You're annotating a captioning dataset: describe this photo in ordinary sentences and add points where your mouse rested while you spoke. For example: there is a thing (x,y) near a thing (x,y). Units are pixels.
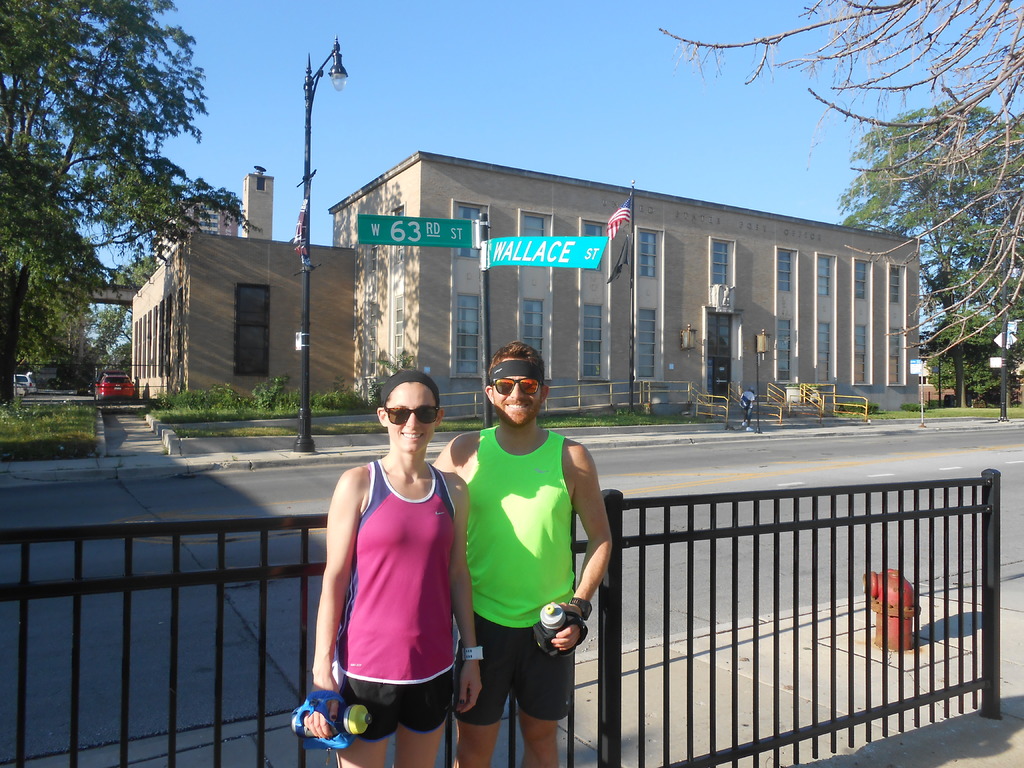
In the foreground of this image (488,556), there is a man (488,589) and a woman (402,660) standing in front of a railing (776,564). Behind them, there is a road (722,449), few poles (1002,387), boards (451,238), trees (944,189), vehicles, building (614,400) and the sky (475,64).
